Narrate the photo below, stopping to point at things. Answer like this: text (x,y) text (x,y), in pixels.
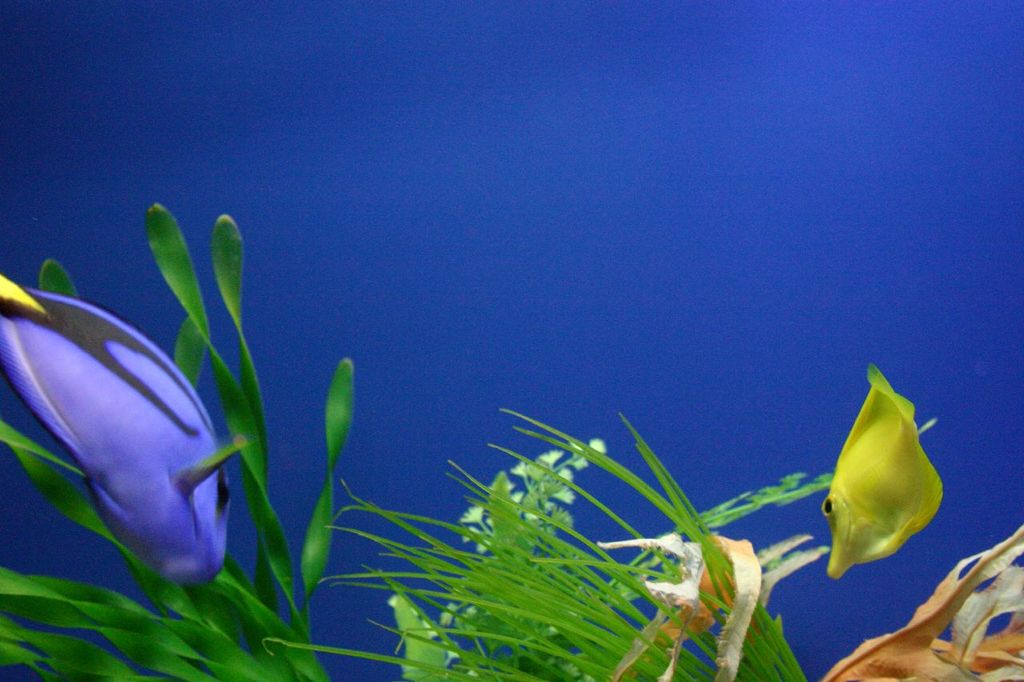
In this image a yellow color fish (830,560) and a violet color fish (134,401) are before the plants (533,574) having few flowers (557,490). Background (312,358) is in blue color.
